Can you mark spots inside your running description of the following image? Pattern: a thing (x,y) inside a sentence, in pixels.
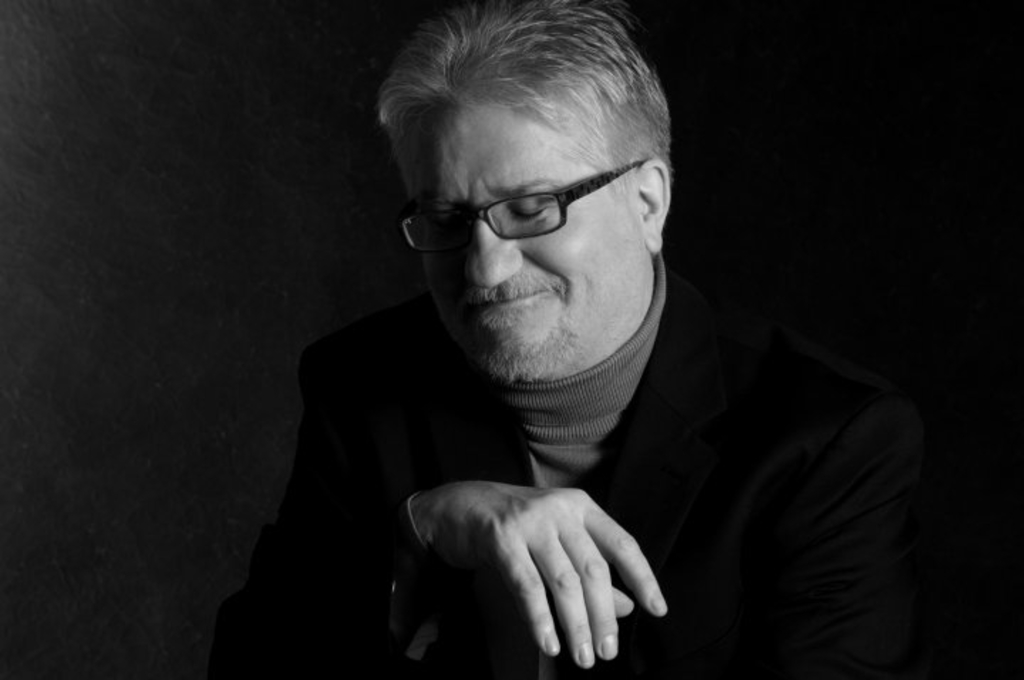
In this image, we can see a man (270,532), he is wearing a black color coat (803,664), he is wearing specs (596,187), there is a dark background (136,25).
